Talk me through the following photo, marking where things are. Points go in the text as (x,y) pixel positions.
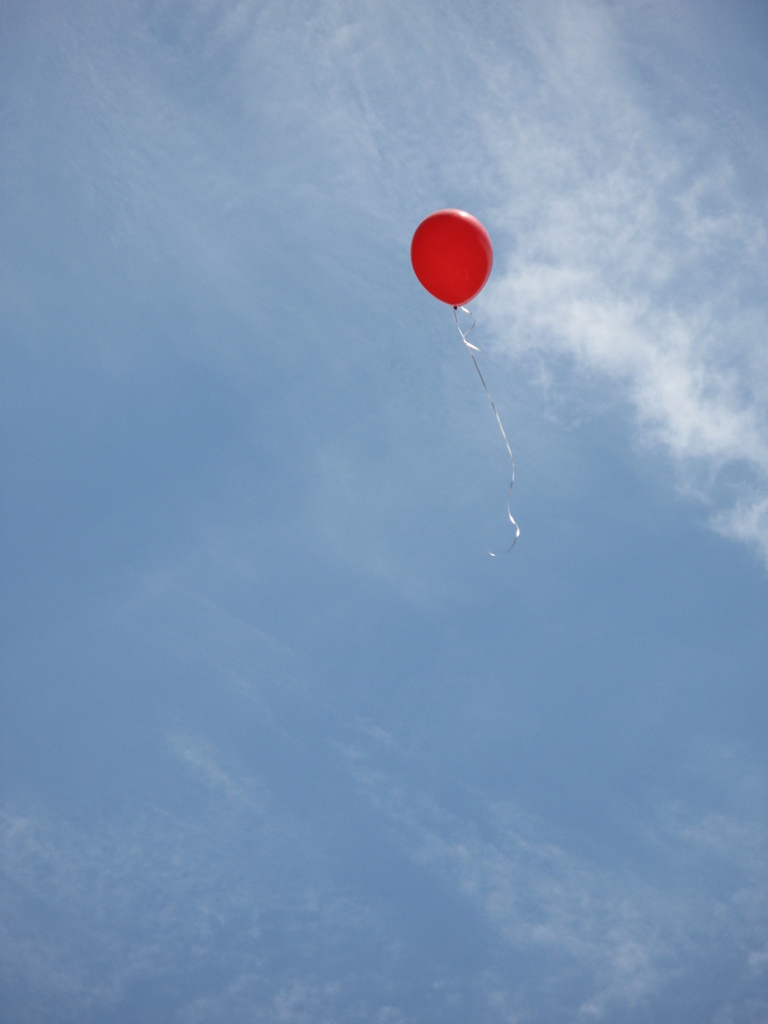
In this image we can see a balloon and the sky (466,357) is in the background (312,308).
